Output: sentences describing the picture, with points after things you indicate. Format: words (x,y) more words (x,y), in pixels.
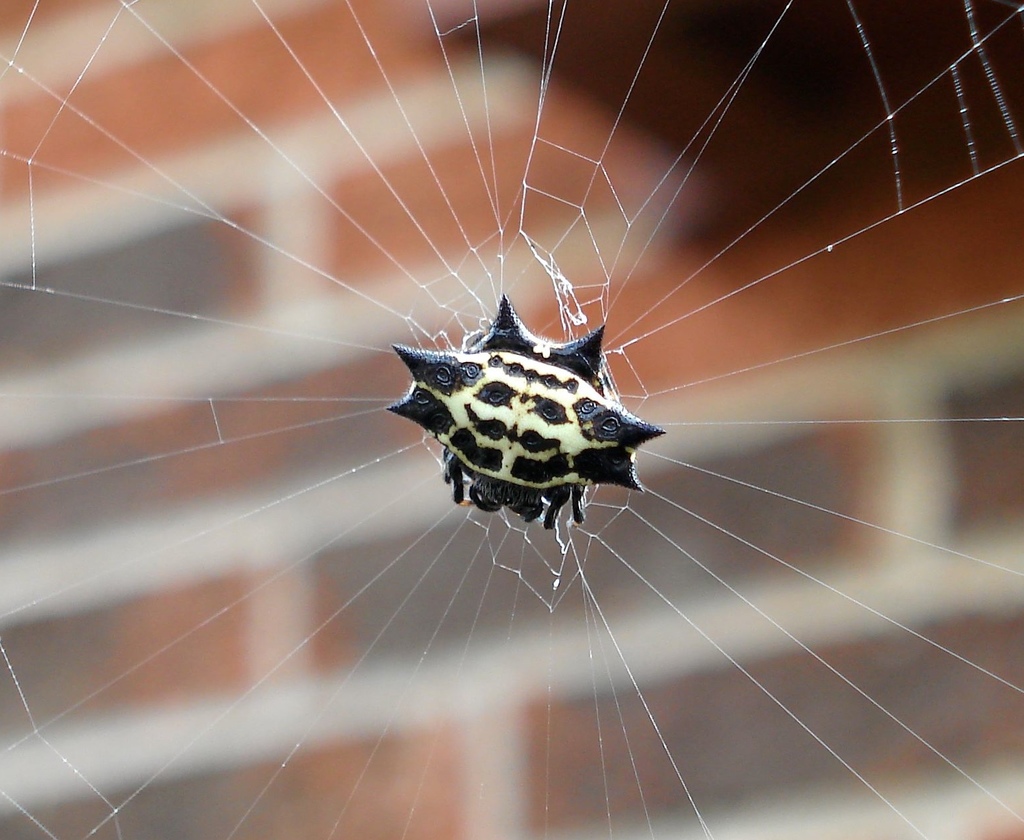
In this image we can see a spider (523,448) and spider web (376,460).
